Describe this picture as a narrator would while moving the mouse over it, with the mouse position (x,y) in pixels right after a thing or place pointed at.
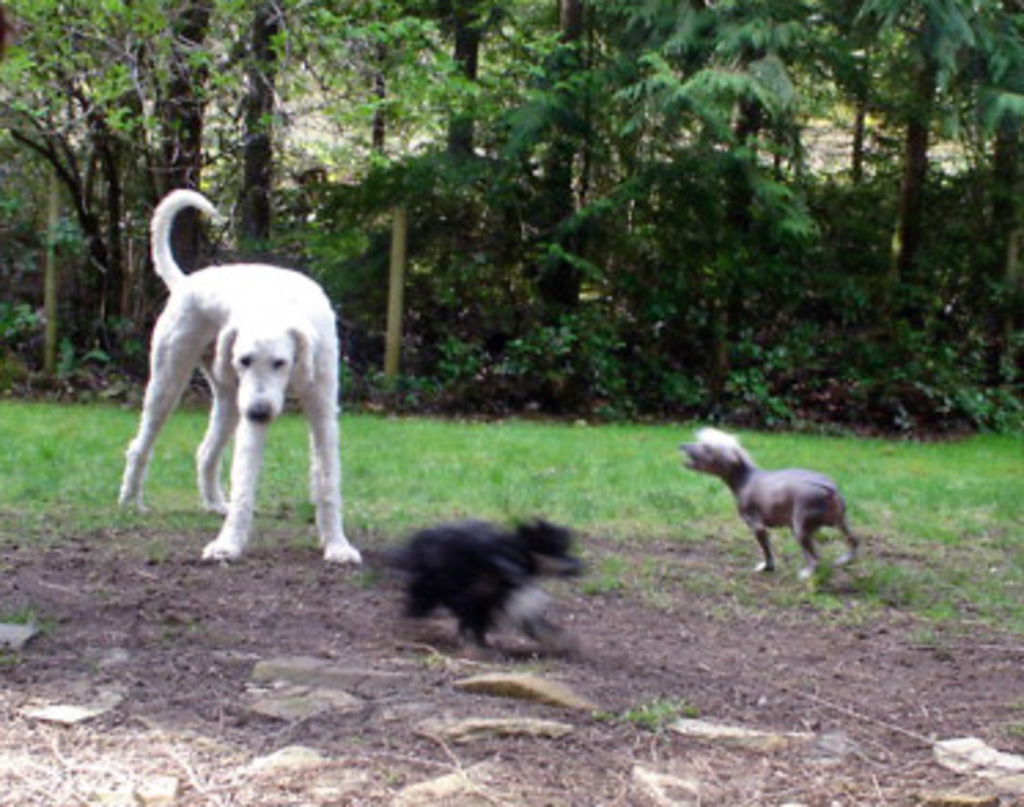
In this image we can see a dog (276,397) and two other animals (743,513). On the ground (646,453) there is grass (231,457). In the background (439,122) there are trees (476,100).
